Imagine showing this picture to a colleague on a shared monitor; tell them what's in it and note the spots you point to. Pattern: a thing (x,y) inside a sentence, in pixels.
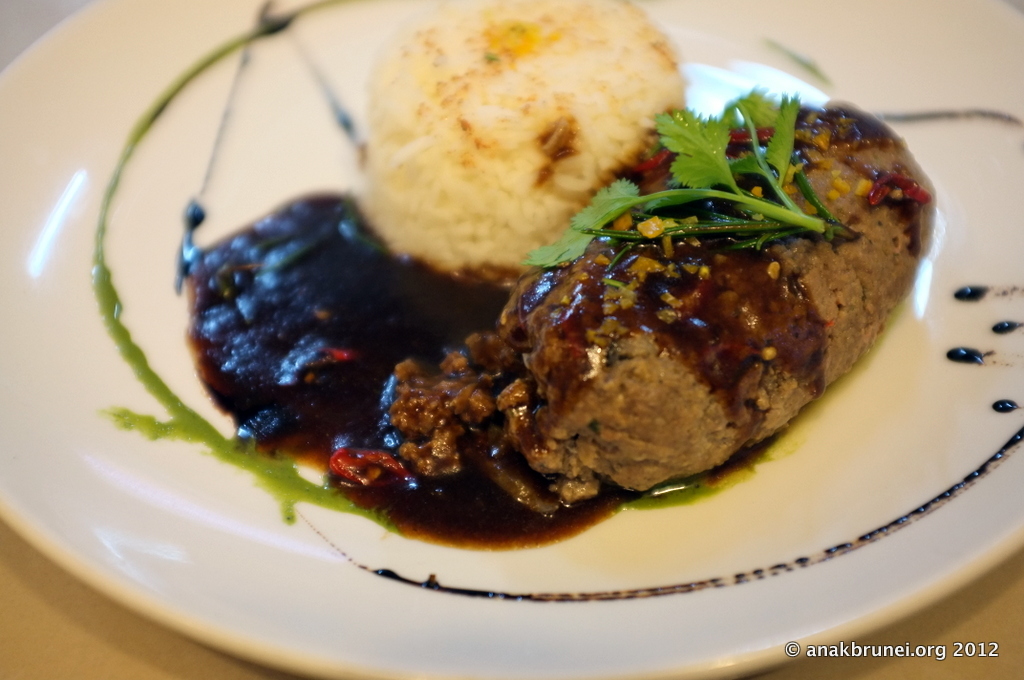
These are the food items (649,316) in a white color plate (641,528).
